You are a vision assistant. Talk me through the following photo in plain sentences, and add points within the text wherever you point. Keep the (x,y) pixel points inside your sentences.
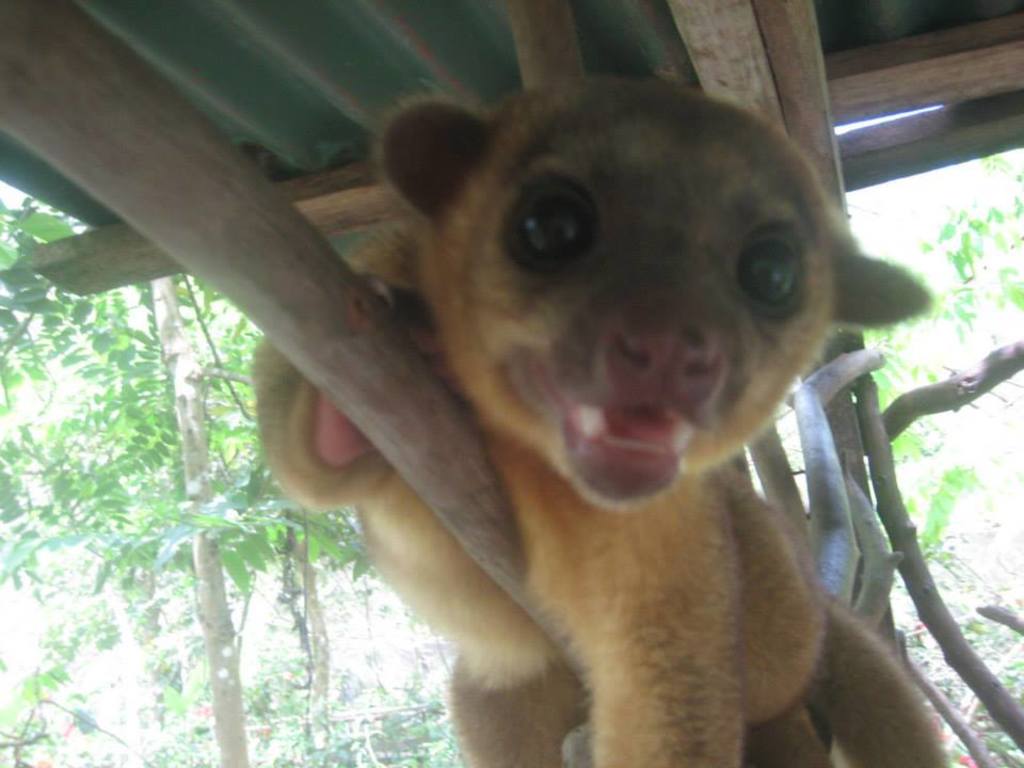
In this image in the center (629,440) there is an animal (592,471). In the background (56,413) there are trees (94,438) and on the top (386,55) there is a shelter (386,57).
